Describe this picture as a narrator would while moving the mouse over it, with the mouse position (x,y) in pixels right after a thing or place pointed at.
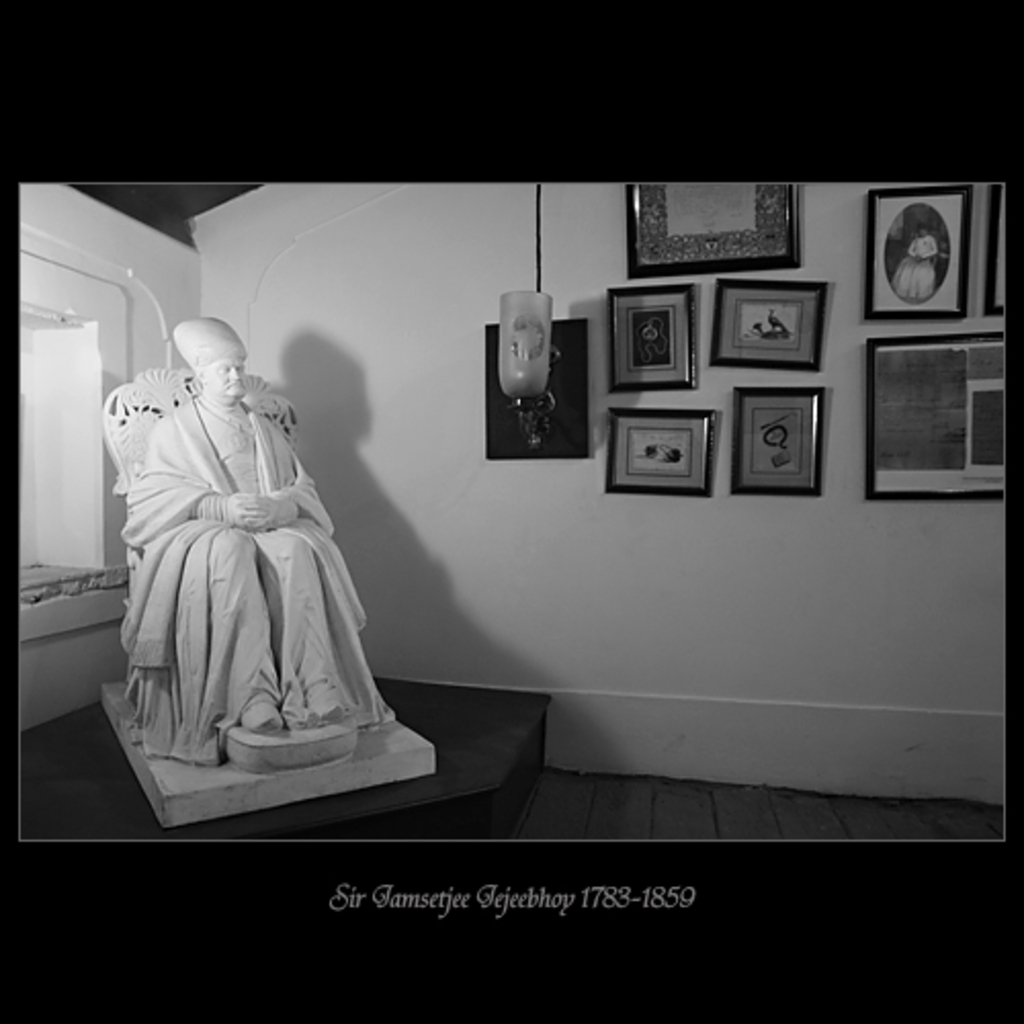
On the left side of the image (144,684) there is a statue (247,602). At the bottom of the image (718,809) there is a wooden floor (740,811). In the background of the image (770,542) there is a wall (500,555) with the photo frames (679,421) on it and there is some text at the bottom of the image (615,893).
